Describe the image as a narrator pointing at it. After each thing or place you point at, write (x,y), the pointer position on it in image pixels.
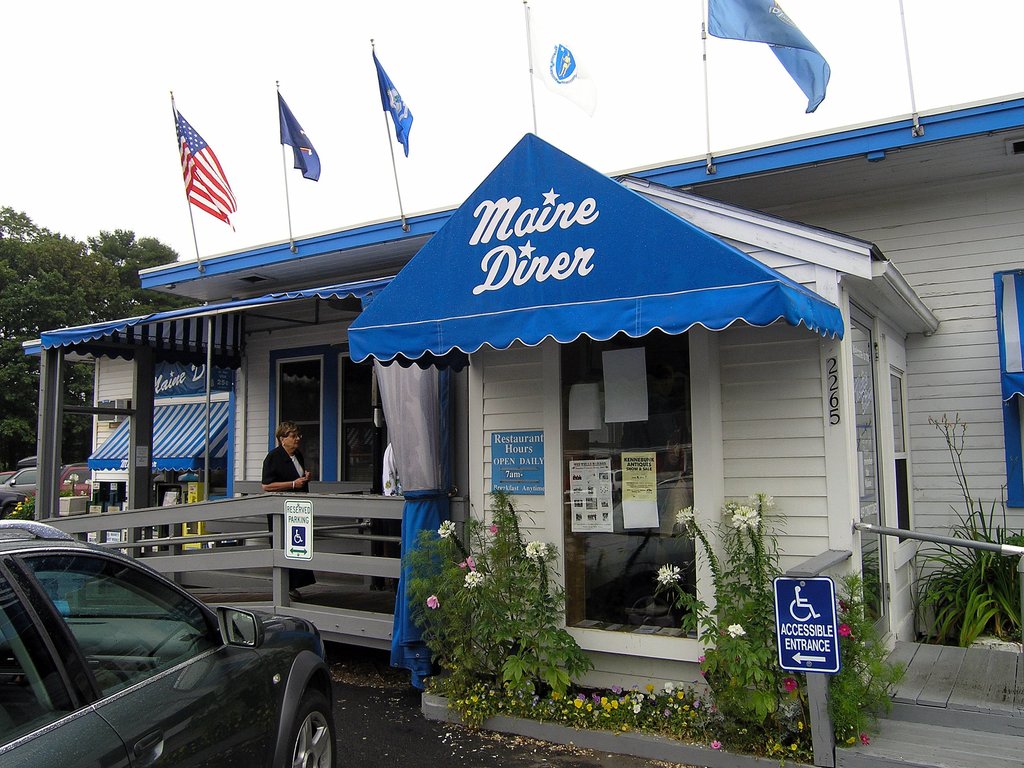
In the image there is a person (279,490) walking on the ramp (160,565) outside a diner (859,168) with flags (752,24) above it and plants (750,642) in front of it with accessible sign (819,623) and a car (67,610) parked on the left side (300,671) on road (348,712), in the back (118,300) there is a tree (79,280) and above its sky (75,22).
